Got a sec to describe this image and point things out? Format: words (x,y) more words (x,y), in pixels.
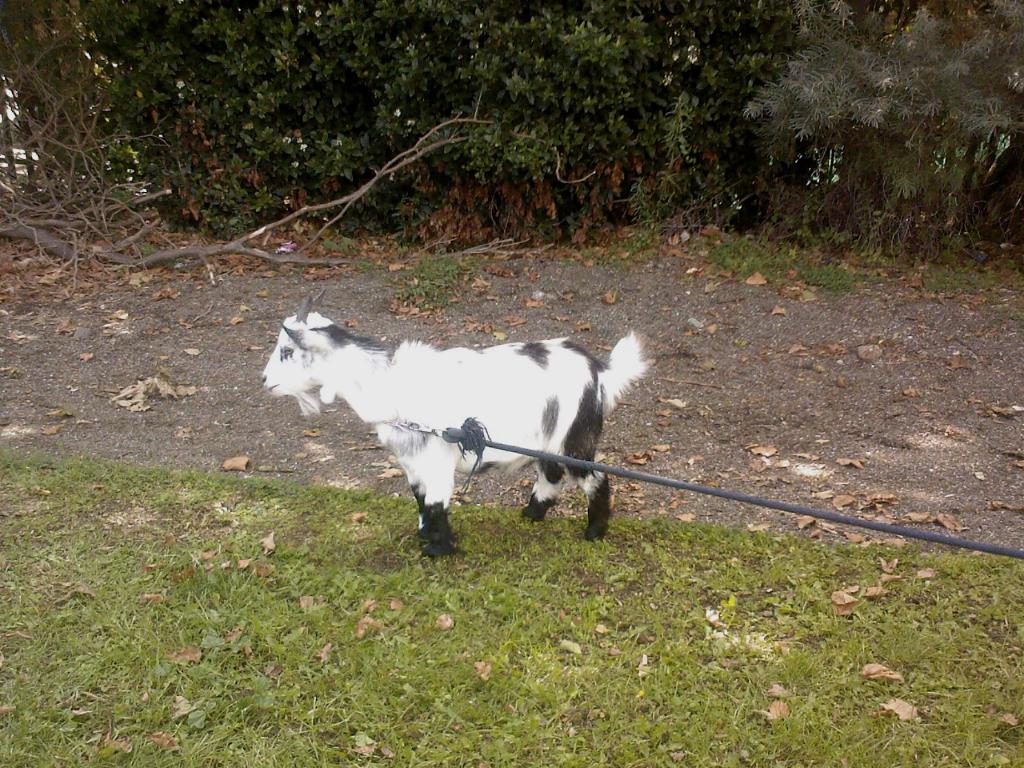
In the center of the picture (479,455) there is a goat (555,416) tied to a rope (832,512). In the foreground of the picture (571,532) there are dry leaves (937,522), grass (405,565) and soil (340,303). In the background (313,146) there are trees (376,213), wooden branches (112,220) and dry leaves (70,260).
